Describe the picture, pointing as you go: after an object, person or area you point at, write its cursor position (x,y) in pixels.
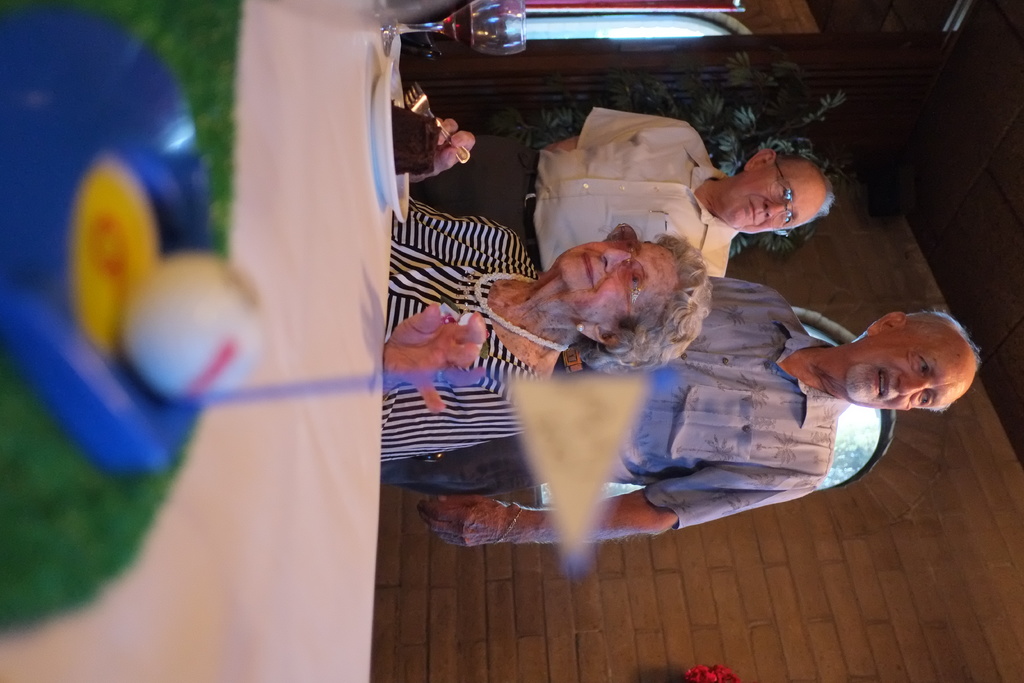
In the center of the image (474,334) we can see woman (455,328) sitting at the table (355,69). On the table (343,207) we can see plate (385,139), cake (408,128), glass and ball (204,355). In the background (769,114) there are two persons (789,358), wall (809,509), window (833,469) and tree (662,101).
